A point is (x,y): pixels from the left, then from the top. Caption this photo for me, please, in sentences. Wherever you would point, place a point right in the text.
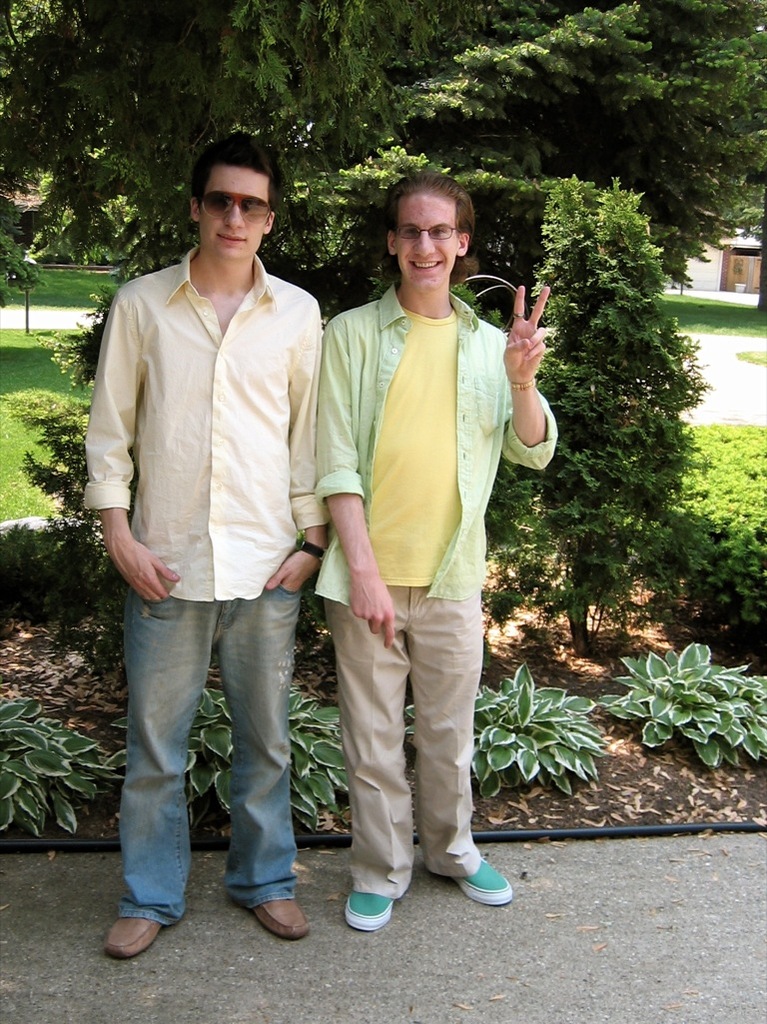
In this picture I can observe two men (287,447) standing on the land (342,886) in the middle of the picture (391,445). In the background (319,629) I can observe trees (376,210), plants (611,251) and some grass (29,376) on the ground (29,376).
